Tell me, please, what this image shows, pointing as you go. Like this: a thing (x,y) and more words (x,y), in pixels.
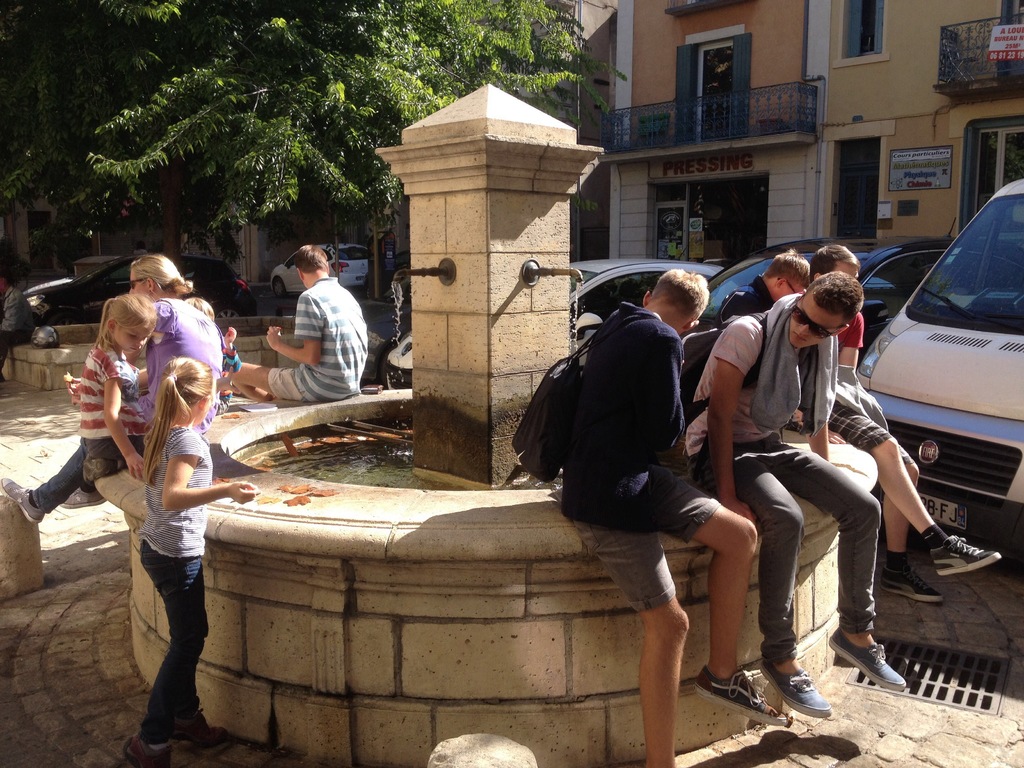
In this picture there is a group of boys (779,619) sitting on the brown color water tank (443,514). Beside there is a woman (198,357) wearing purple color t-shirt (194,345) and two small girls (171,529) standing and playing with the water (292,472). Behind there is a brown color building (745,177) and some shops (729,216). In the background (381,105) we can see many trees (290,104).
